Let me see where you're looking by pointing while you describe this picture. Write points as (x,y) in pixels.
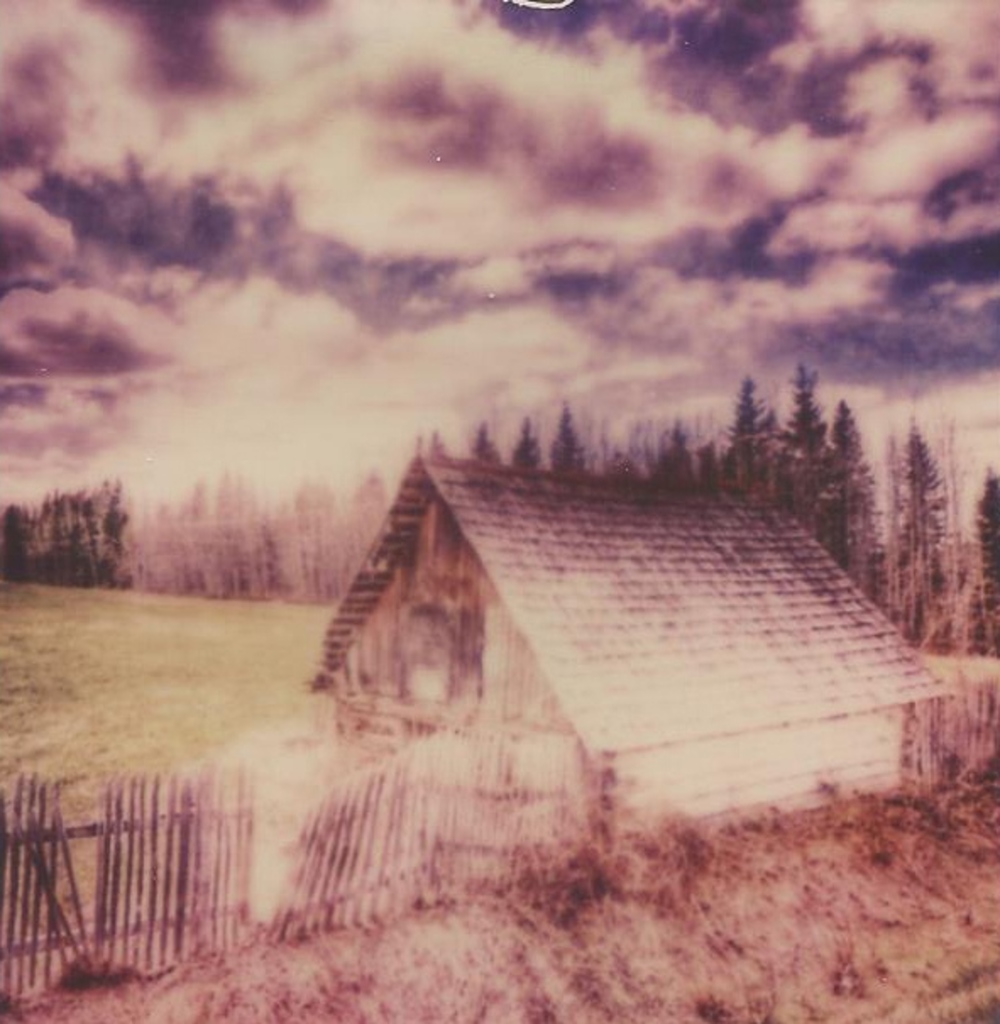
In this image, we can see a poster (473,647) with a house (387,665), some grass (241,743), trees (888,477), fence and sky (541,443) with clouds (447,441).
